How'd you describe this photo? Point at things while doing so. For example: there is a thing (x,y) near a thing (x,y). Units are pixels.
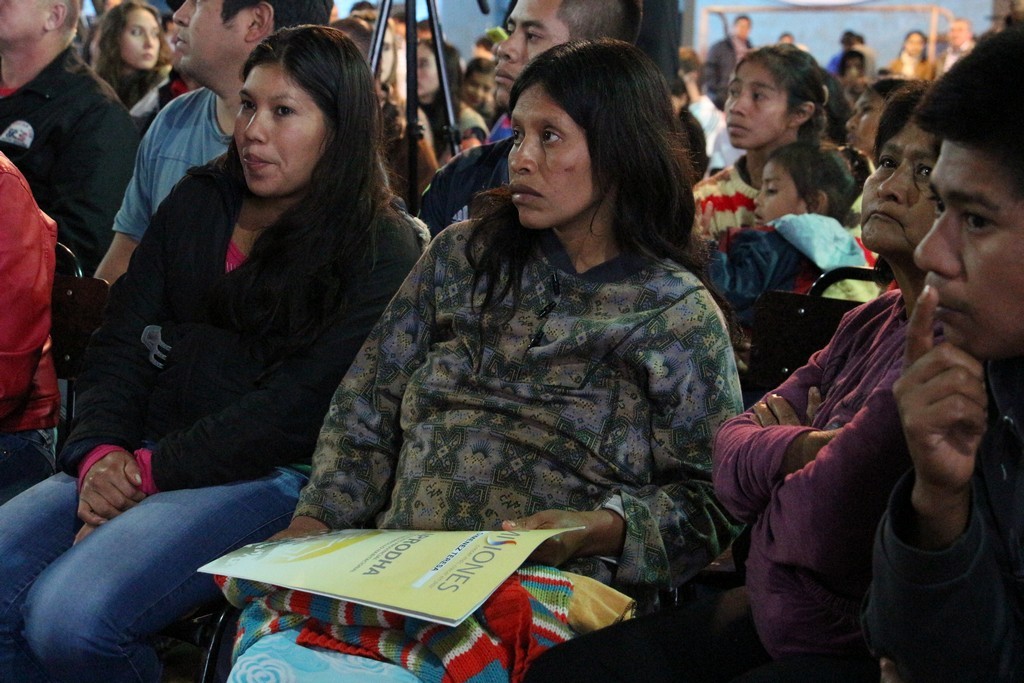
There are group of people (477,160) sitting on the chairs (779,373). This looks like a tripod stand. This woman (548,393) is holding a file (472,534) and sweater (501,625). In the background (952,40), I can see few people (911,37) standing.
